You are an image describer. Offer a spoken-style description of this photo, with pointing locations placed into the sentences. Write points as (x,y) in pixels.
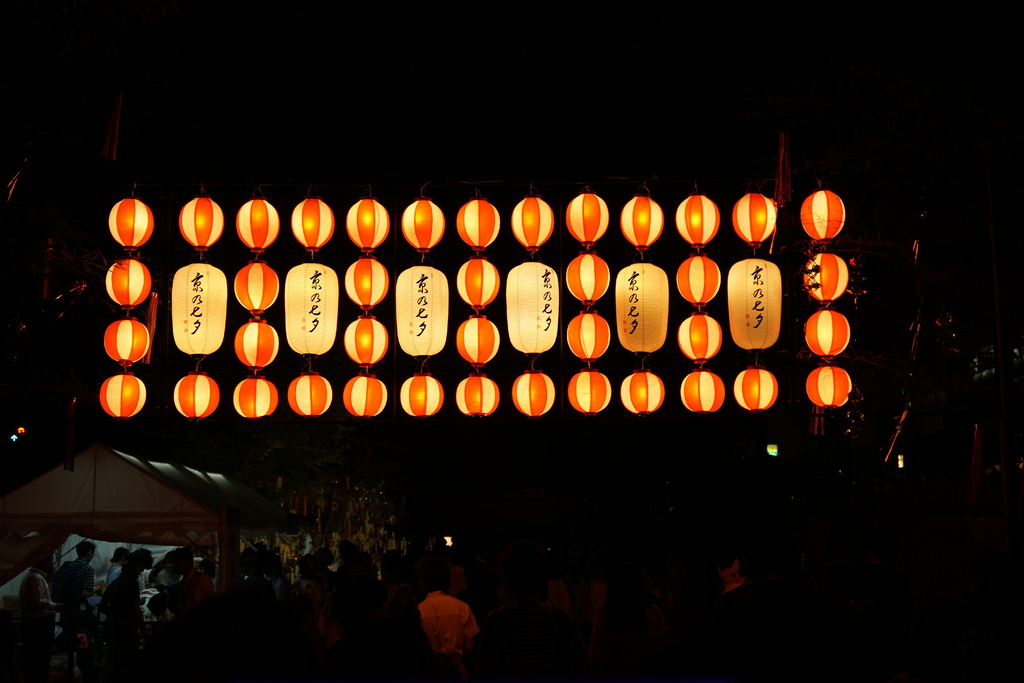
In this picture I can see few lanterns (604,324) and few people (251,595) standing and looks like a house (232,536) on the left side (98,513) and I can see dark background (323,540).
